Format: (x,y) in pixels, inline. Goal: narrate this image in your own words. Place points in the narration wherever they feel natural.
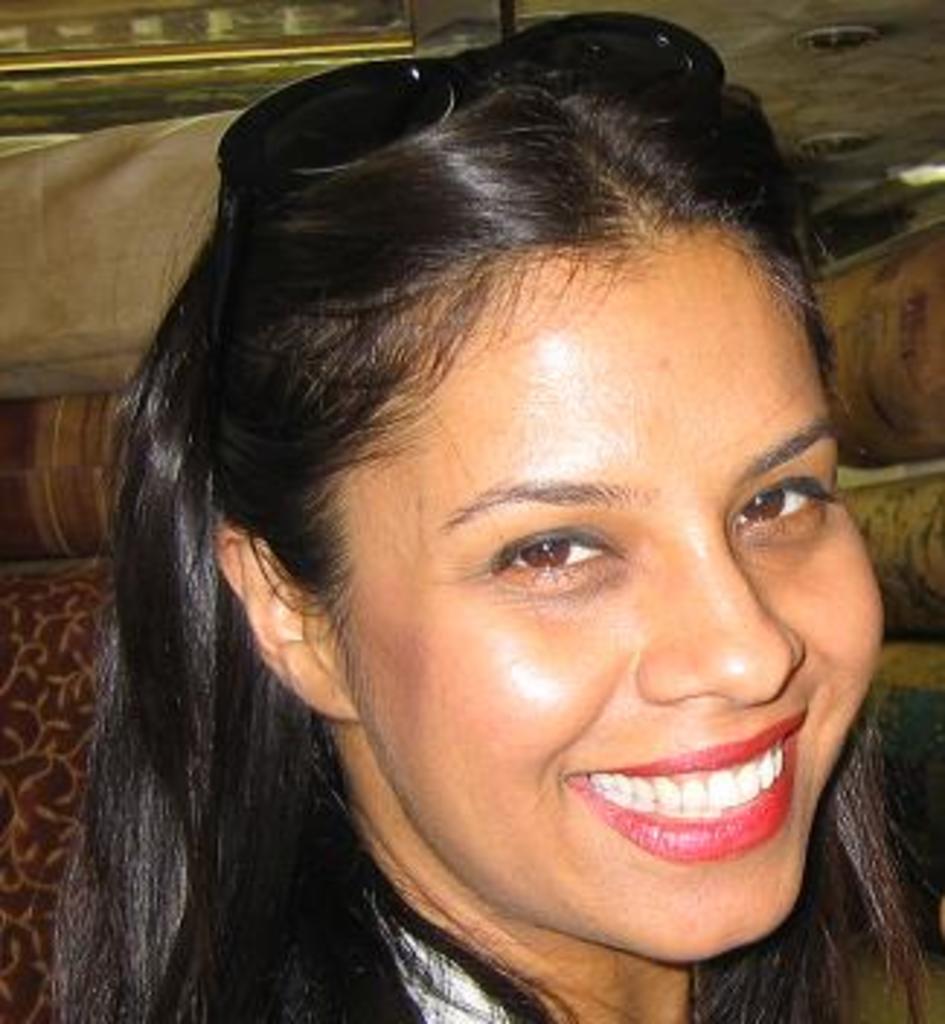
In this picture we can see a woman (521,925) and she is smiling and in the background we can see some objects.
